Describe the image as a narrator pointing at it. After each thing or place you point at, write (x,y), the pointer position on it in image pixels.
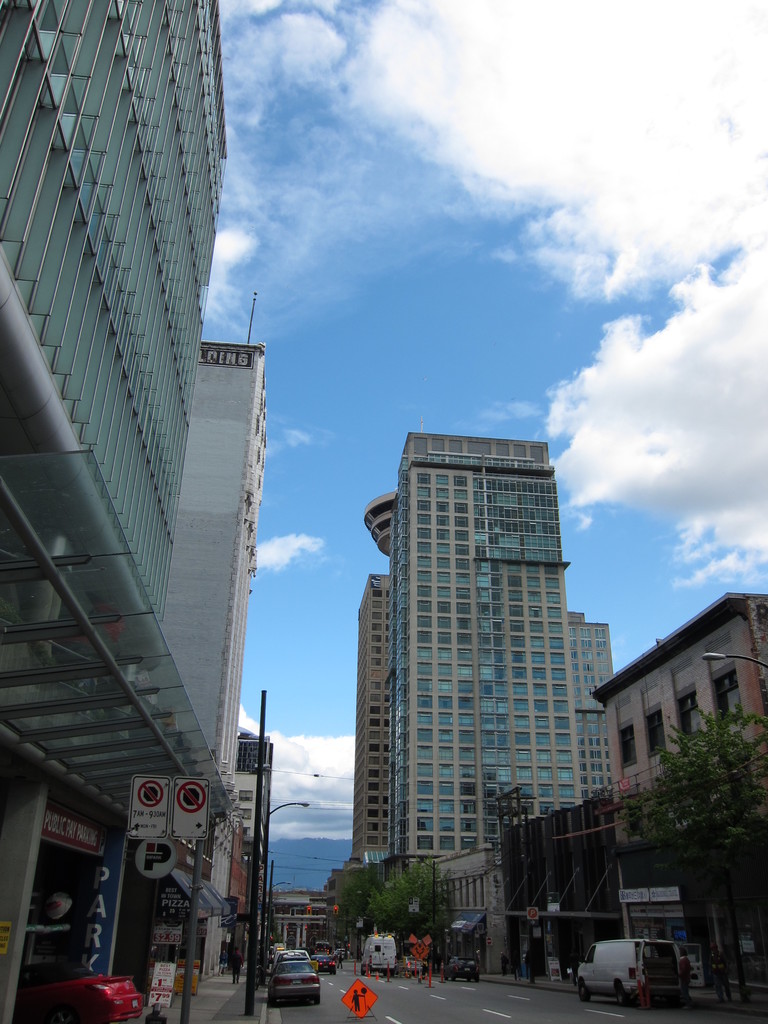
In this image we can see group of vehicles (377,951) and traffic cones (377,978) placed on the road (496,992). In the background (429,863), we can see a group of buildings (385,750), trees (708,789), sign boards (194,792) and the cloudy sky (307,631).
